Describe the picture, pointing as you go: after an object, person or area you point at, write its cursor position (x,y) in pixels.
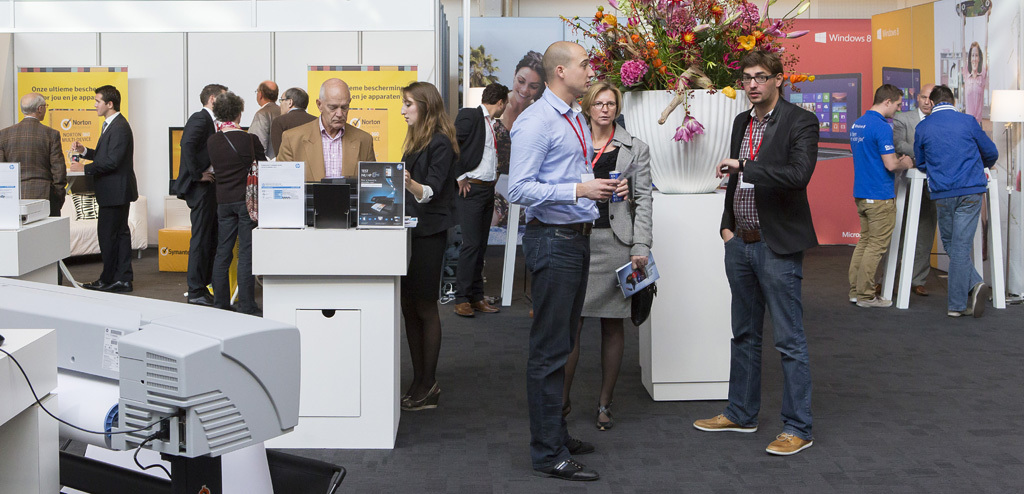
In this image I can see group of people (202,245) standing, in front (570,229) the person (567,205) is wearing blue shirt (576,217), black color pant (573,293). Background (768,8) I can see few flowers (799,77) in multi color, yellow color banner (362,78) attached to the wall (402,38) and the wall (398,40) is in white color.
